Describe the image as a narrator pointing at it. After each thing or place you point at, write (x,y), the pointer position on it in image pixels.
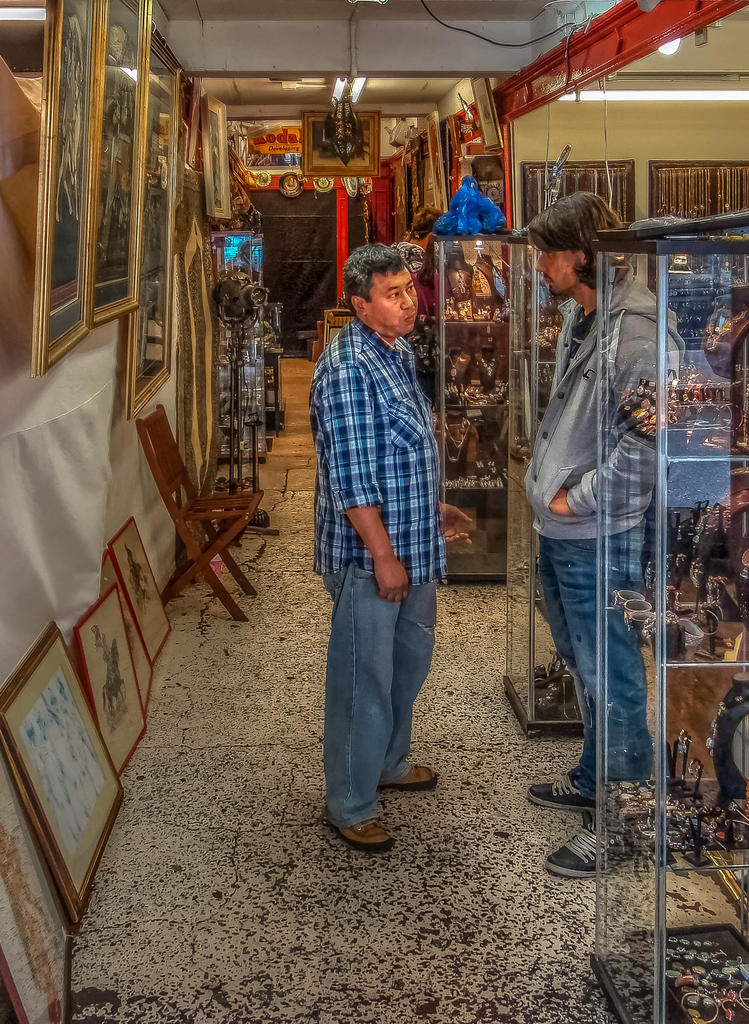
In this image there are glass cupboards (524,395), pictures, a chair (196,509), people (429,498), lights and objects (702,173). In that glass cupboards (543,355) there are things (703,393). Among them few pictures (95,192) with frames (166,172) are on the walls (200,160).
